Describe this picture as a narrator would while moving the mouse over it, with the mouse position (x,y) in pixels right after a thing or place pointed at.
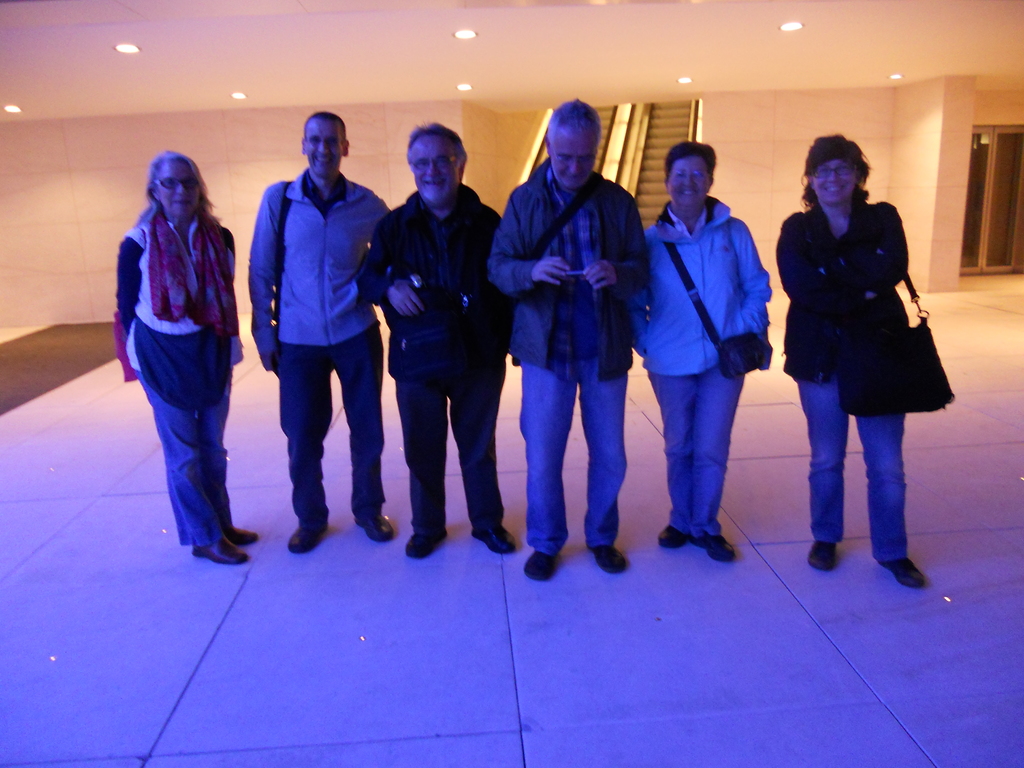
Here we can see six persons (622,342) are standing on the floor (10,631) and they are smiling. In the background (237,228) we can see wall (736,152), door (986,170), and lights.
